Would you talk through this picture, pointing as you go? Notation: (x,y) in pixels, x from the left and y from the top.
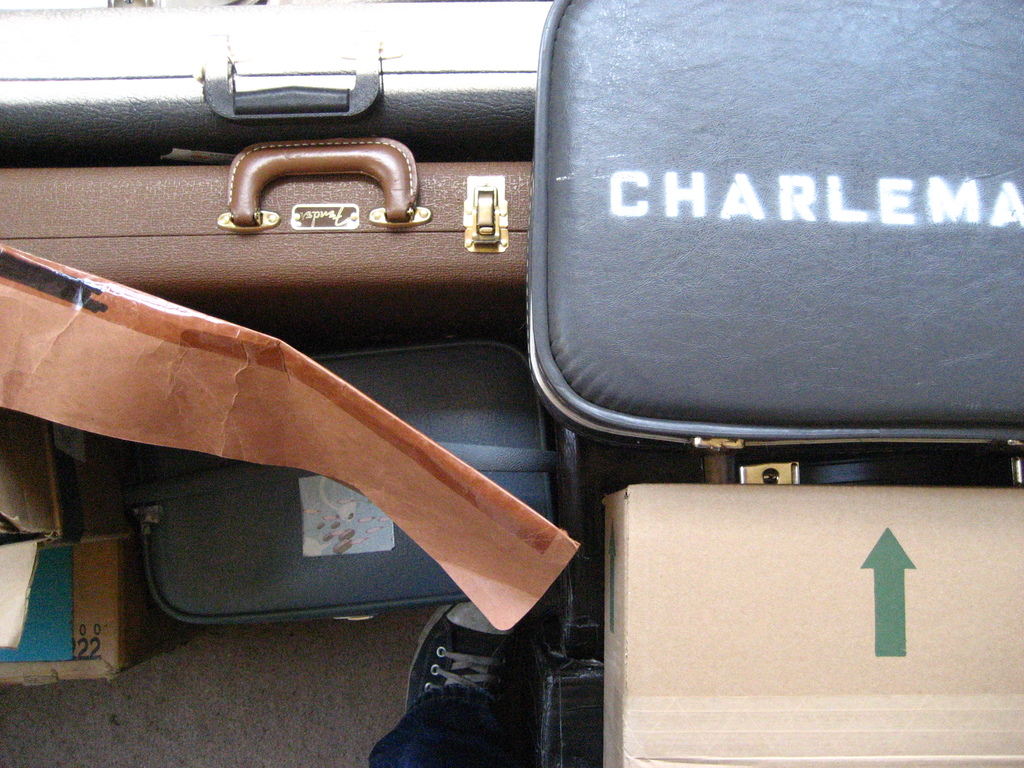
In the image there is a suitcase (370,201) on the top (463,232) and can see foot (460,680) on middle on the image and on another suitcase (647,392) it was written charlemagne and there are several cardboard boxes (27,460) towards left (75,430) and right side (802,604) corner.
